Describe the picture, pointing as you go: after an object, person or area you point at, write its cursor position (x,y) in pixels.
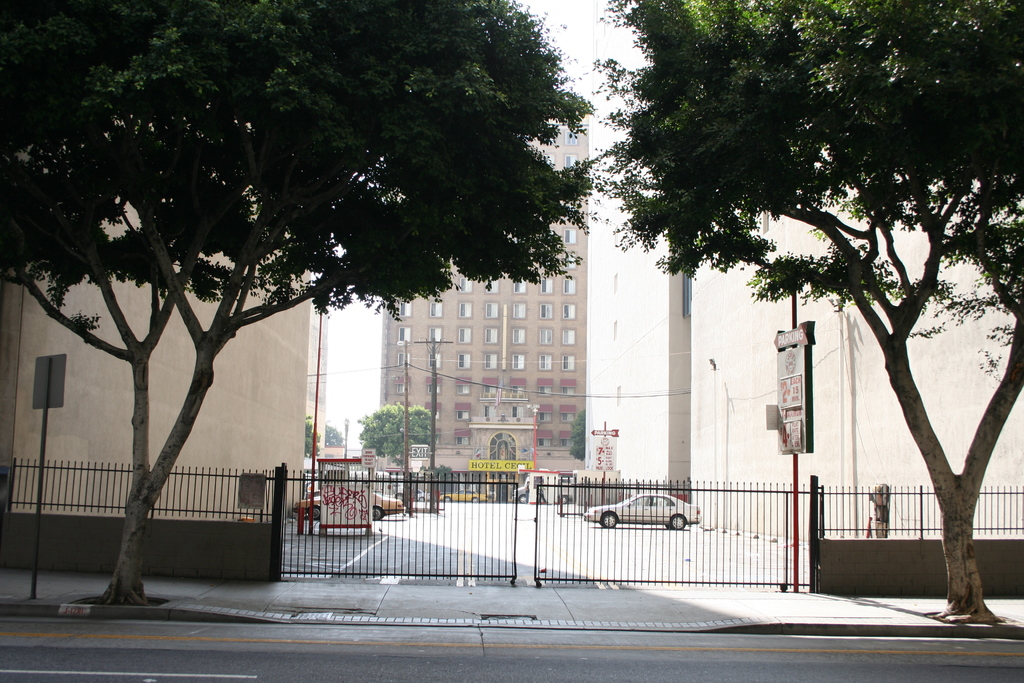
To the bottom of the image (983,677) there is a road (948,670). Behind the road (965,670) there is a footpath (72,577) with trees (151,488) and pole (44,427) with sign boards (49,378). And behind the footpath (876,602) there is a fencing (451,526) with gates (396,493) in the middle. Behind the gate (491,517) there is a road (553,521) with few cars (587,516). And also in the background (533,330) there are many buildings (520,338) with windows (510,443), walls (483,427) and name boards (510,461). And also there are electrical poles (406,389) and trees (388,415).
